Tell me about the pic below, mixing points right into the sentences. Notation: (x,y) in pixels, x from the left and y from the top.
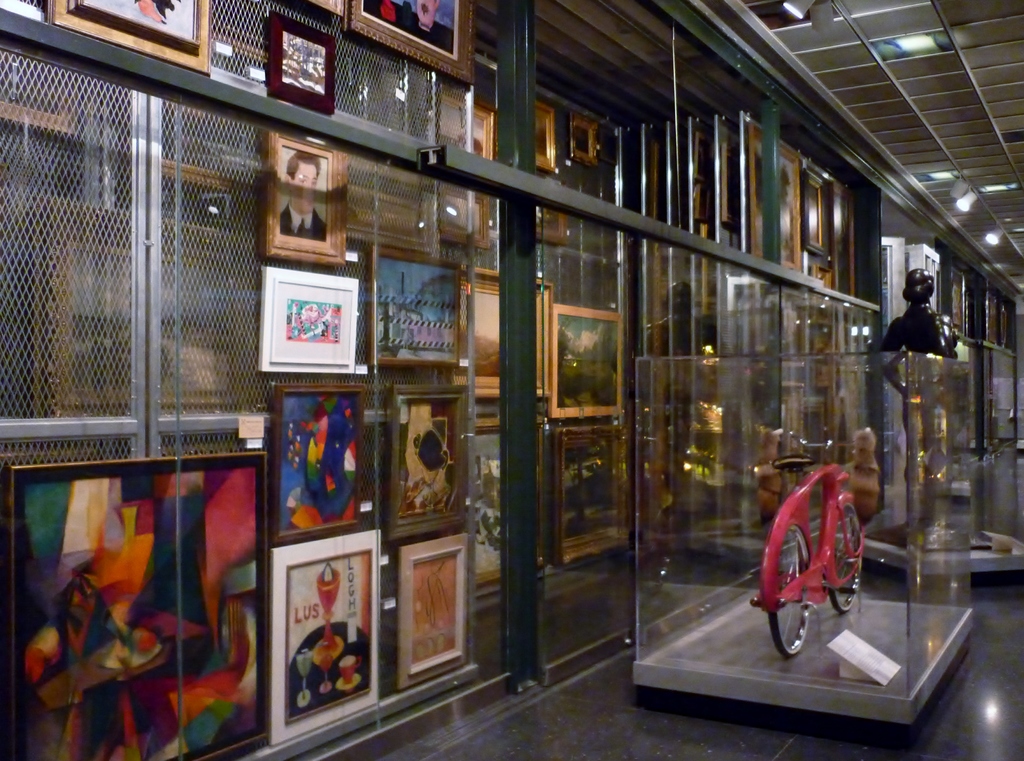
In this image we can see a cycle (811,554) inside a museum (748,474), behind the cycle (787,466), there are a few wooden photo frames (289,220) hanged on the metal wall (245,292).
